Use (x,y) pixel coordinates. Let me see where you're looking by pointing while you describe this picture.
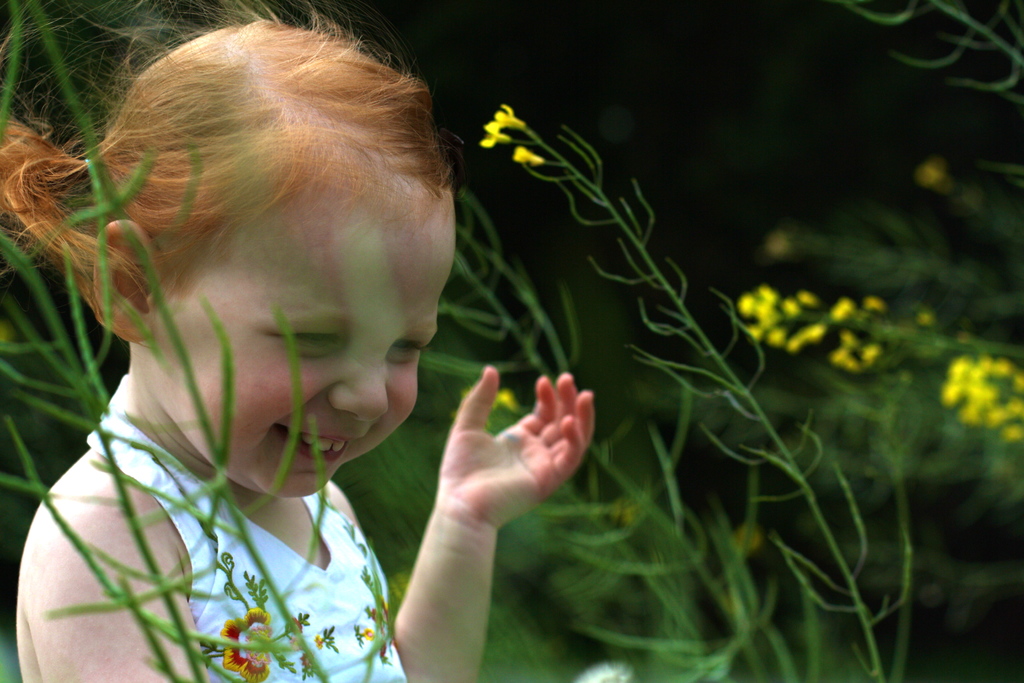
In this picture we can see a girl (264,135) smiling on the left side (136,505). There are a few plants (712,601) and flowers (964,374) visible in the background (569,198). Background (768,396) is blurry.
